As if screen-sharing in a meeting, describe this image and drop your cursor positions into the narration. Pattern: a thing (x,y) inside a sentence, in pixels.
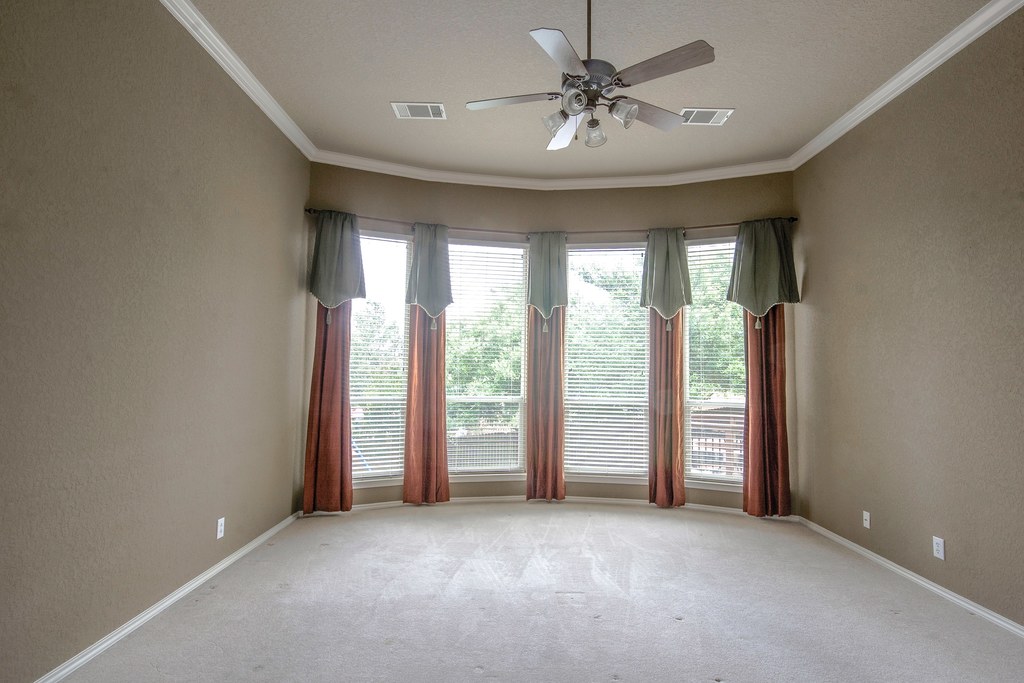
In this image we can see ceiling fan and at the background of the image (375,335) there are windows (600,406), curtains (328,452) and we can see some trees (390,379) through the windows (447,385).
